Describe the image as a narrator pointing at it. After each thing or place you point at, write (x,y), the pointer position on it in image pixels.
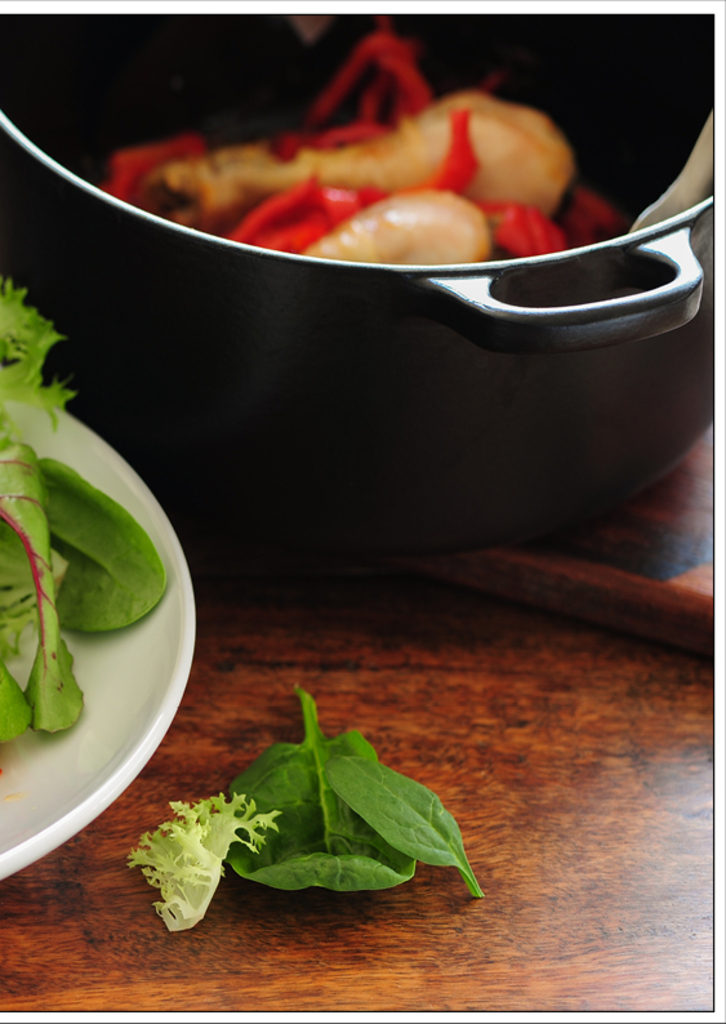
This image consists of a plate (114,480) on the left side (176,568), bowl (260,409) at the top (241,305). On the plate (45,743) there are some leafy vegetables (96,560). In the bowl (377,195) there are some eatables (356,198).
